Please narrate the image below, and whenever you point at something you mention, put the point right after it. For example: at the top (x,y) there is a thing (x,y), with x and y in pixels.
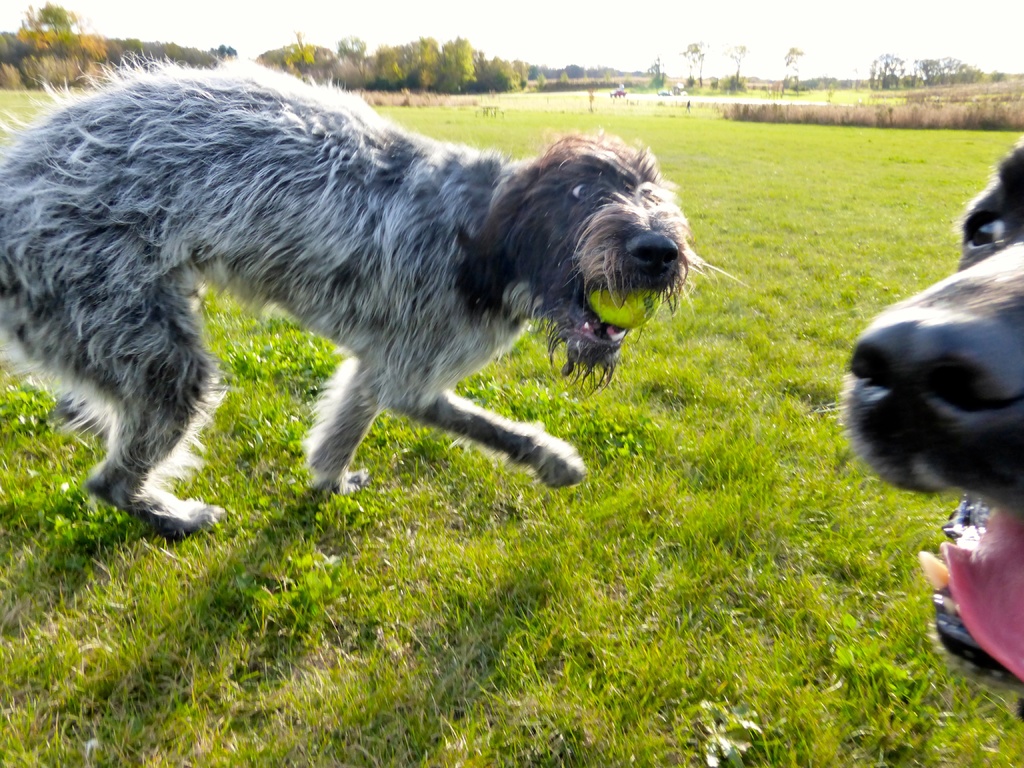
In this image we can see two dogs (981,355) on the grassy land (560,597). Background of the image (93,57) trees (342,60) are there.
